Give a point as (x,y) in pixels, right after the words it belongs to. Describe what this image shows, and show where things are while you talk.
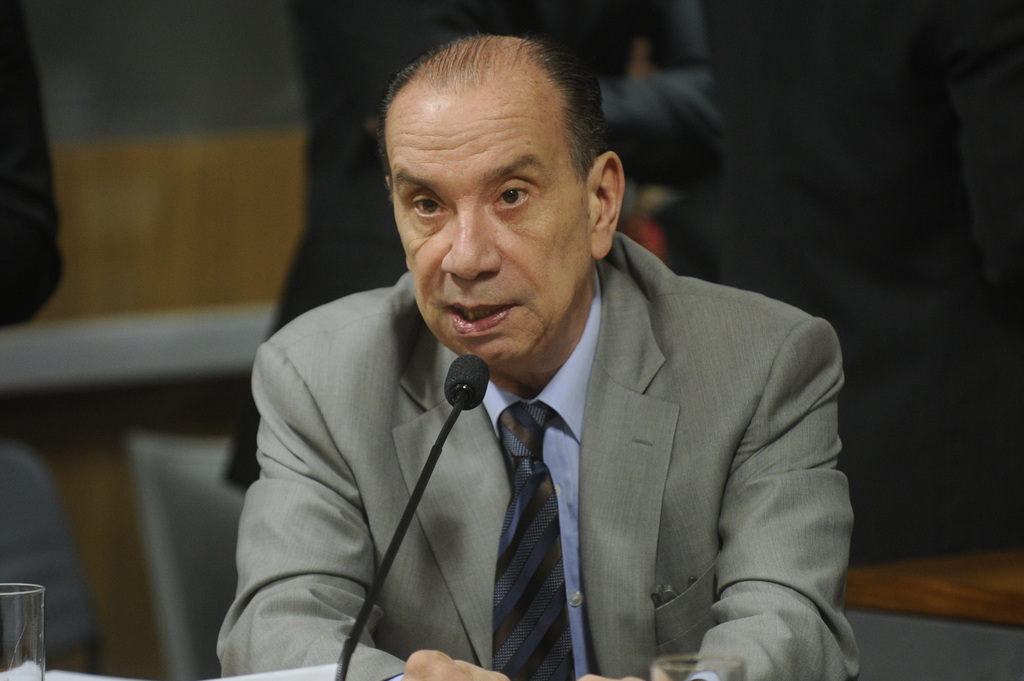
In the center of the image (613,327), we can see a person (582,391) wearing a coat (610,517) and a tie (550,553) and there is a mic (376,592) and a glass (43,632) on the stand (240,673). In the background (872,327), there are people (777,24) and we can see a wall (145,235).
